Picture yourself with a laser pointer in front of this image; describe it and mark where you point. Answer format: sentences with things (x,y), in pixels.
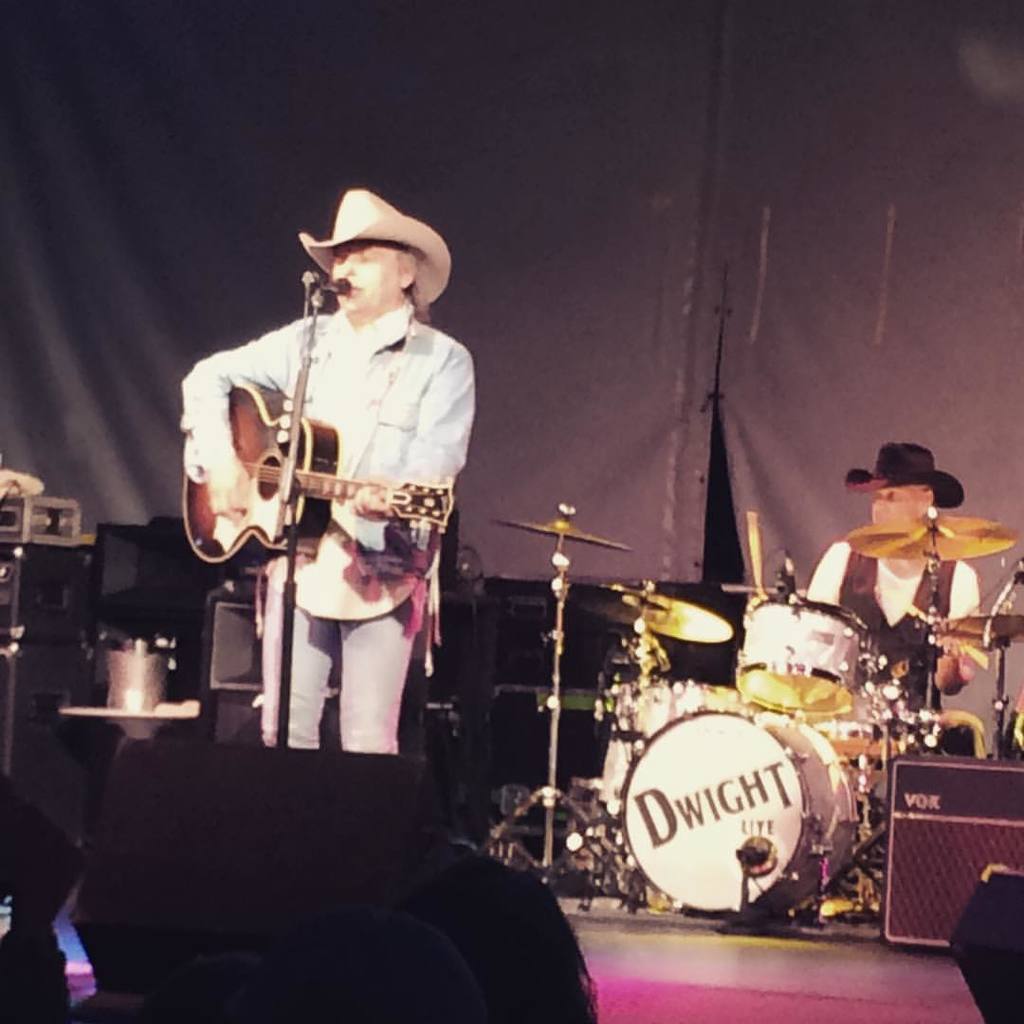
This man (382,702) is playing guitar (336,493) and singing in-front of mic (318,280). This man (896,494) is sitting and playing these musical instruments (771,643).
